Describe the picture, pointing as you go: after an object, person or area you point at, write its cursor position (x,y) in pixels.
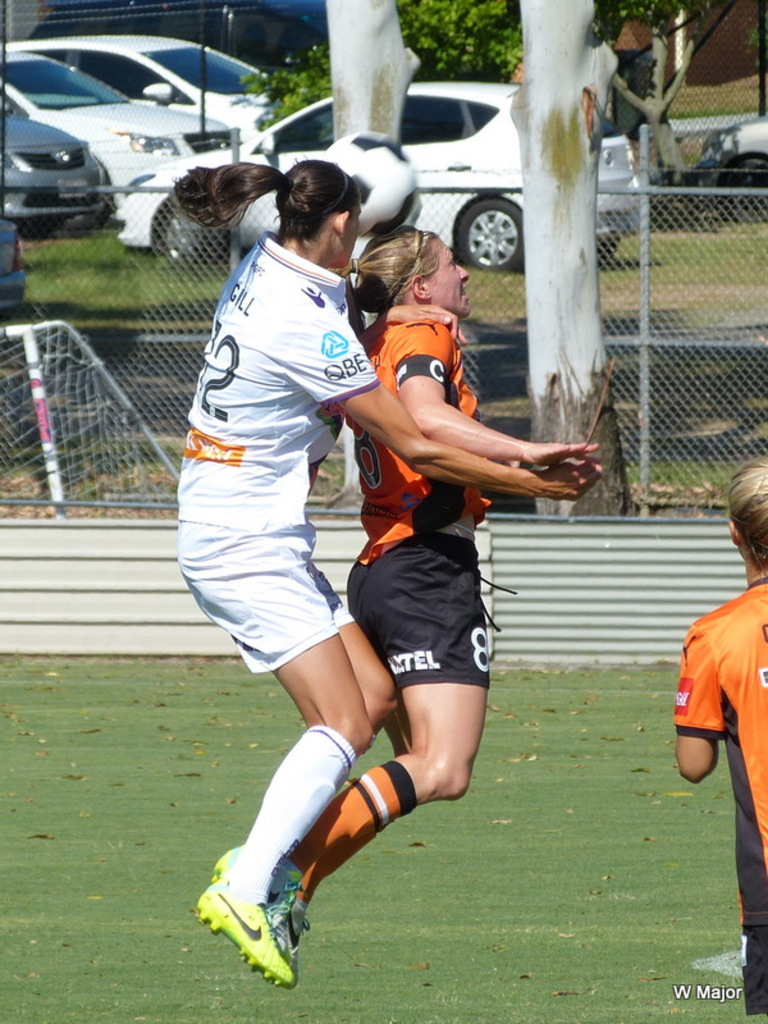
There are 3 women (422,712) playing foot ball on the ground (8,855) behind them there are vehicles (116,184), trees (340,125) and fence (627,277).
